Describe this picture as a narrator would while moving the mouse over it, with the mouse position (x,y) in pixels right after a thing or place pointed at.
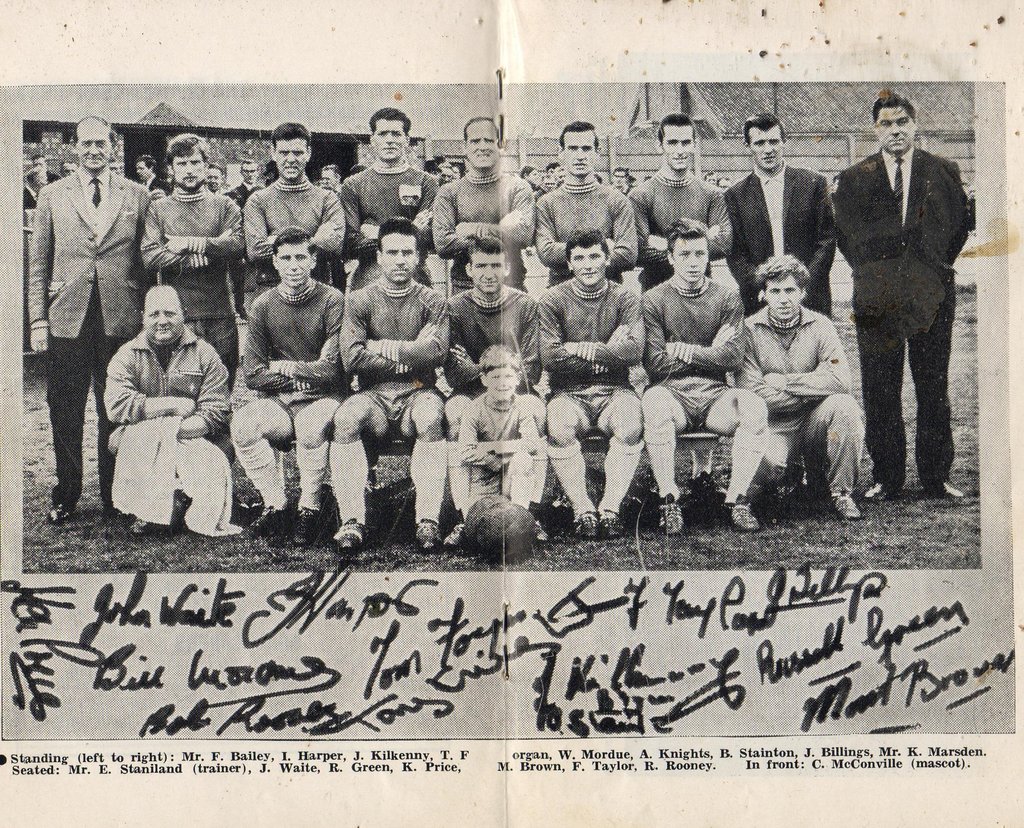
In this image I can see people (457,260) where few are sitting and rest all are standing. I can also see few of them are wearing formal dress (136,197). Here I can see something is written and I can see this image is black and white in colour.
